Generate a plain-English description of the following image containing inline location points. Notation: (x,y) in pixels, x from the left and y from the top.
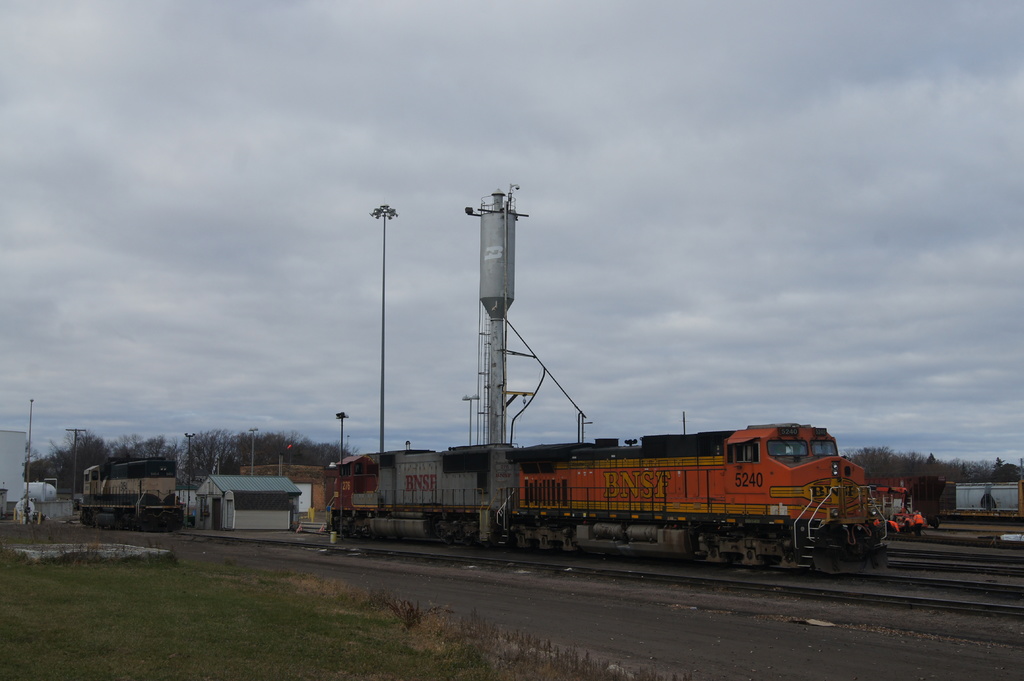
In the picture we can see a train (740,446) on the track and beside it, we can see a pole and near it, we can see a road (425,584) and grass surface (23,609) and in the background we can see poles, trees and sky (439,291) with clouds (582,282).
